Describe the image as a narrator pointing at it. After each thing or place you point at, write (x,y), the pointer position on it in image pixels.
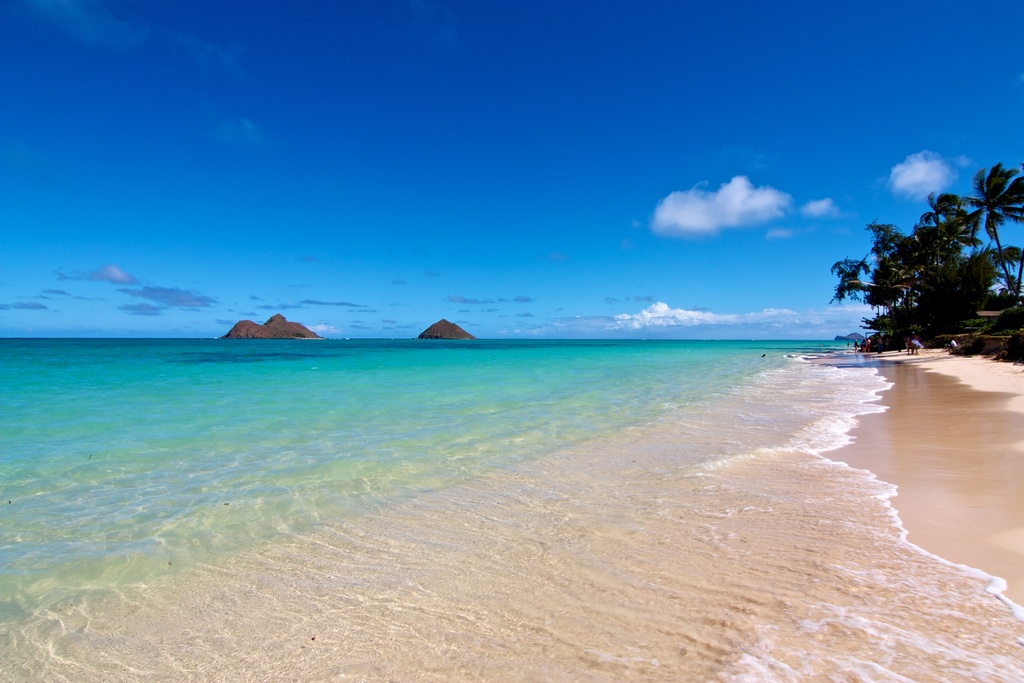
In this picture I can see trees (910,320), water (493,434) and couple of rocks (284,337) and I can see blue cloudy sky (716,161).
